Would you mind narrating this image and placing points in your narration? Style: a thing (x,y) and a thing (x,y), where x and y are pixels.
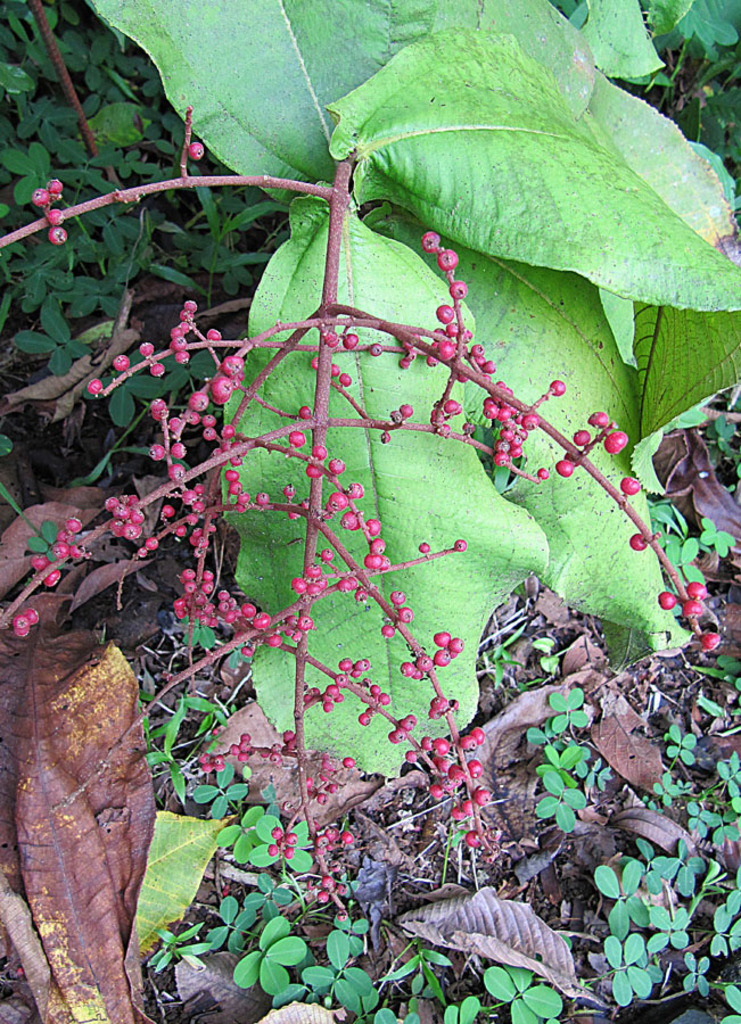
In this picture we can see some plants (425,161) and leaves (421,115), there are some fruits (369,549) in the middle (482,353).
